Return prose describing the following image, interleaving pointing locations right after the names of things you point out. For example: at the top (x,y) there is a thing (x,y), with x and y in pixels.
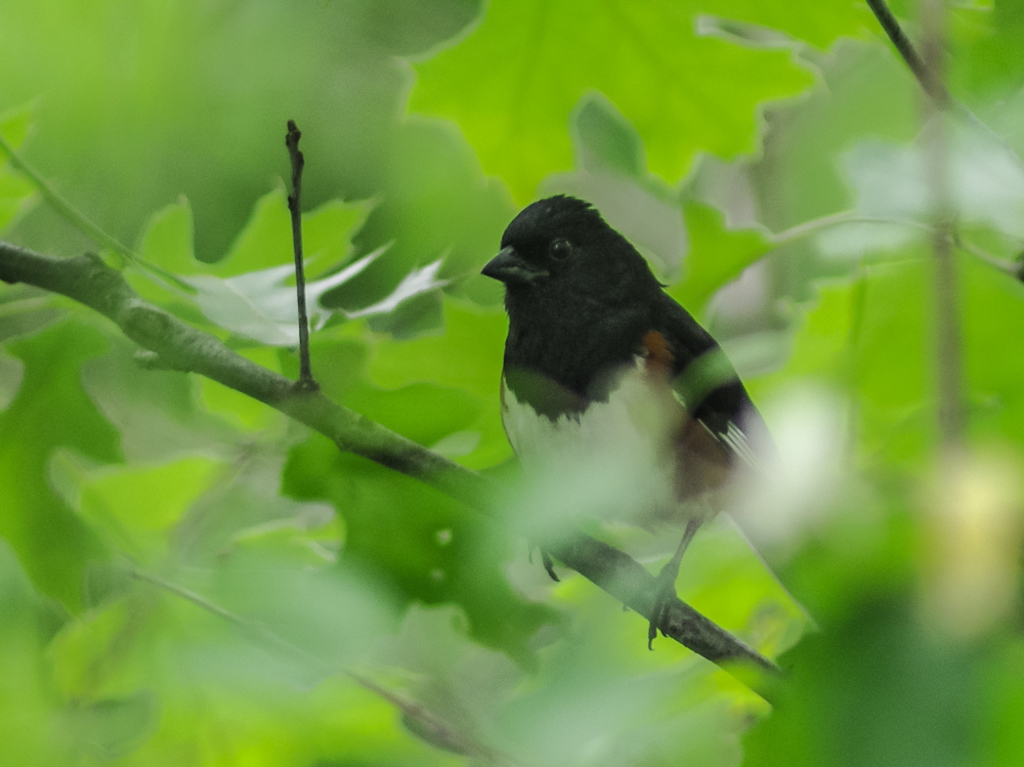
In this image I can see a bird (649,386) on the stem (468,497). A bird (624,399) is in white, black and brown color. In the background (231,463) I can see many trees (105,117) but it is blurry.
